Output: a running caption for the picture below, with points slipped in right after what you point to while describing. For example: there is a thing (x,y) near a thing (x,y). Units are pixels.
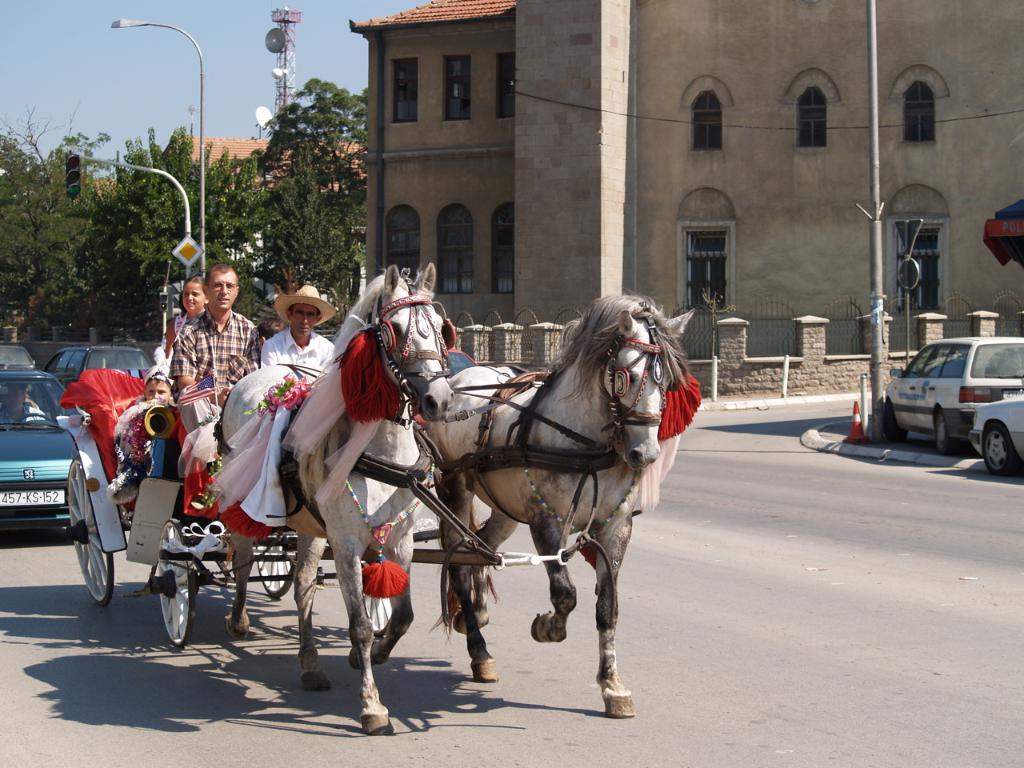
In this image we can see there are two horses (614,641) in the foreground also we see some vehicle (61,499) on the ground (419,670).
